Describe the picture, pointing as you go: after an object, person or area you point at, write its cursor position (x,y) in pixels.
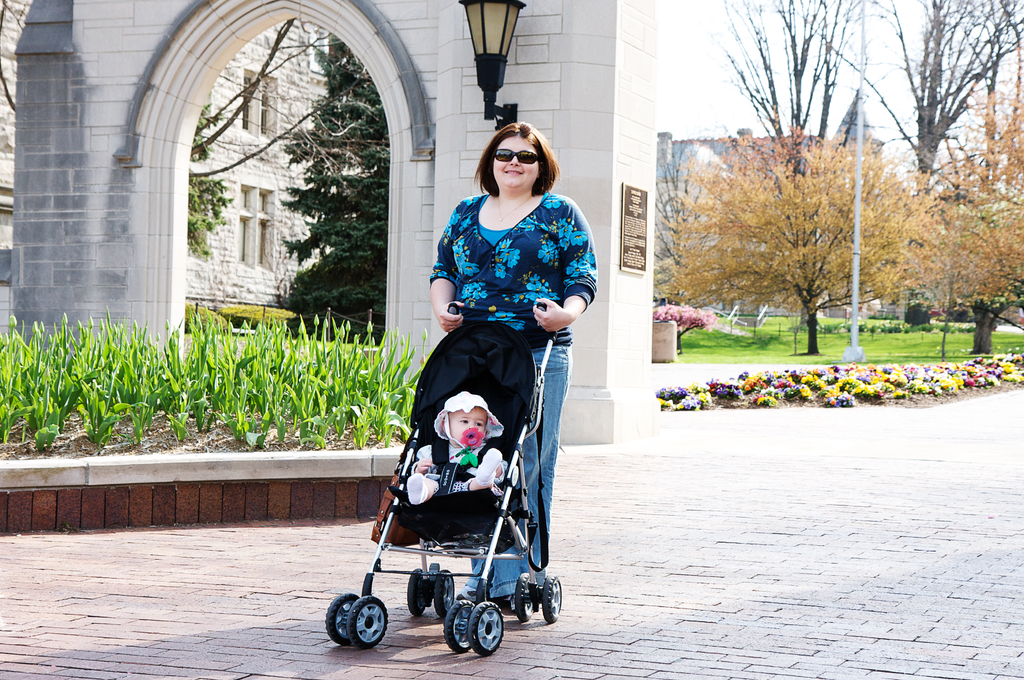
In this picture there is a woman (527,260) wearing blue color top (542,270), smiling and giving a pose into the camera. In the front (455,388) there is a baby (487,488) in the black color pram (484,514). Behind there is a arch wall (431,259) with black hanging light (478,41). In the background (714,196) there is a green lawn (772,358) and some dry trees (981,343). On the left side (112,418) there are some plants (276,366) in the front of arch wall (588,397).
